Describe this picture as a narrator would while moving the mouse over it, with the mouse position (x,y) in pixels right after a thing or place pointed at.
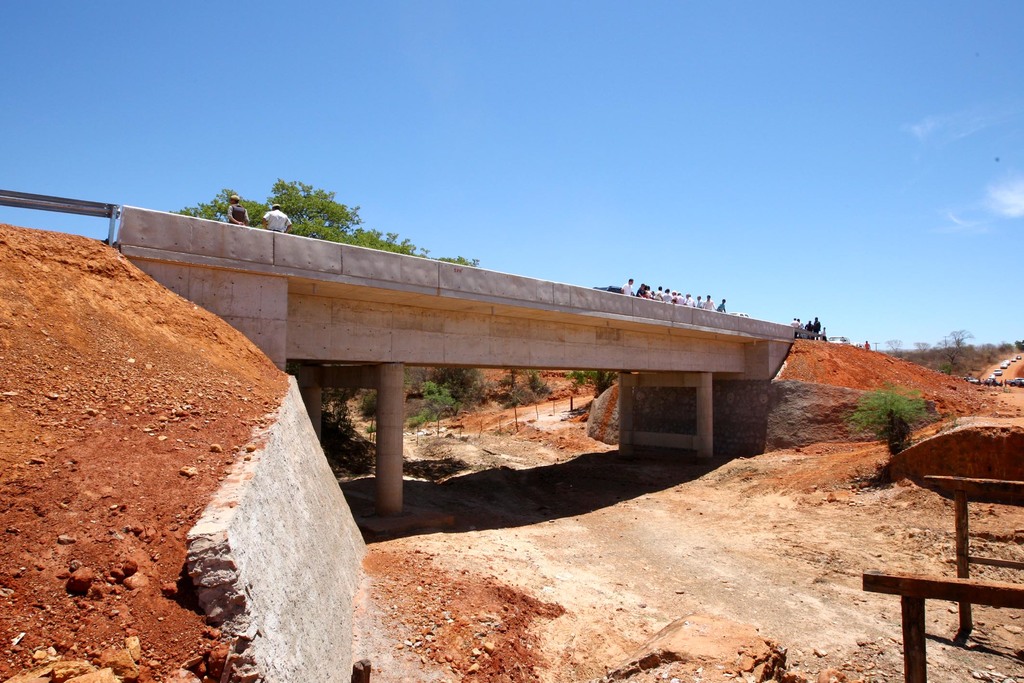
In the foreground (530,324) I can see a bridge (637,332), group of people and fleets of cars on the road (1012,366). In the background (977,356) I can see trees (960,362) and the sky (522,199). This image is taken during a sunny day.
